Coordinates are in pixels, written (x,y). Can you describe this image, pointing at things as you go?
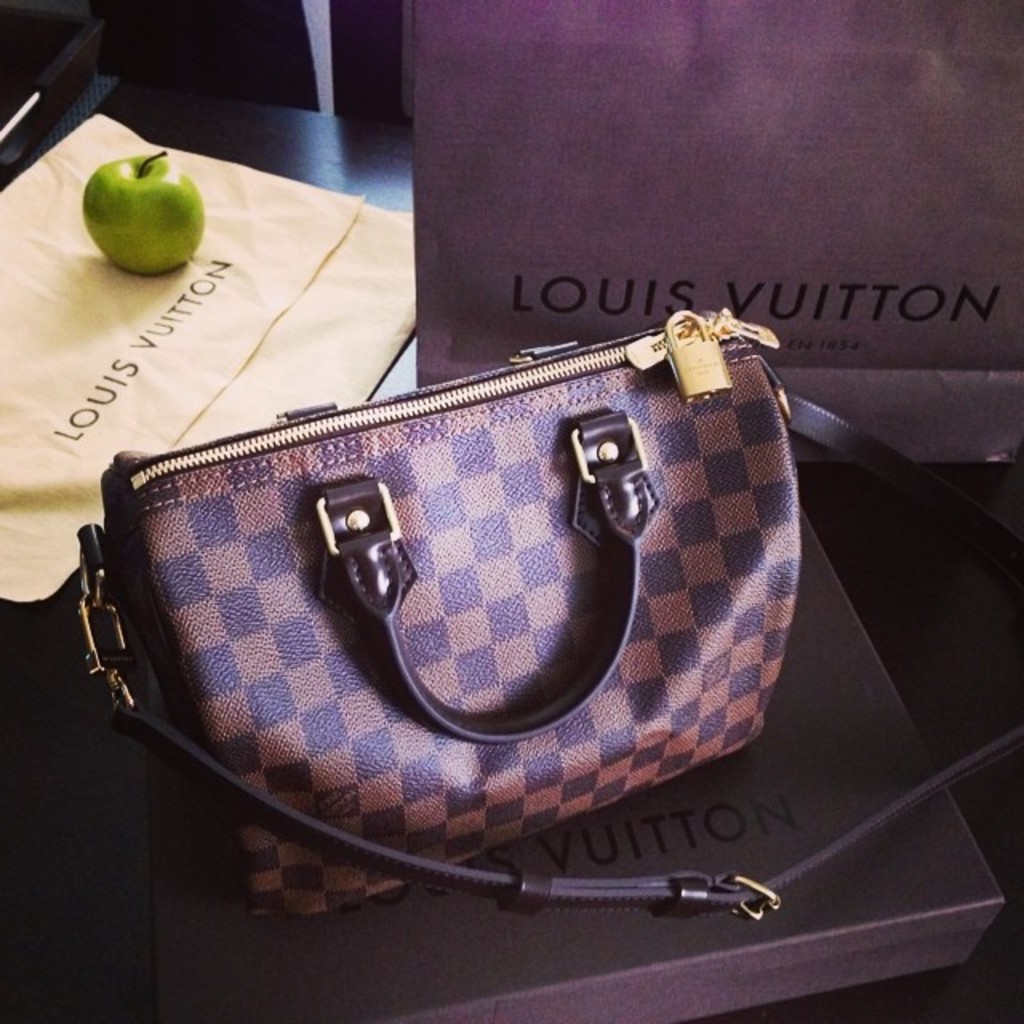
In this picture we can see a hand bag (324,576) and an apple (165,244) on the table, and some other objects (560,152) on it.
